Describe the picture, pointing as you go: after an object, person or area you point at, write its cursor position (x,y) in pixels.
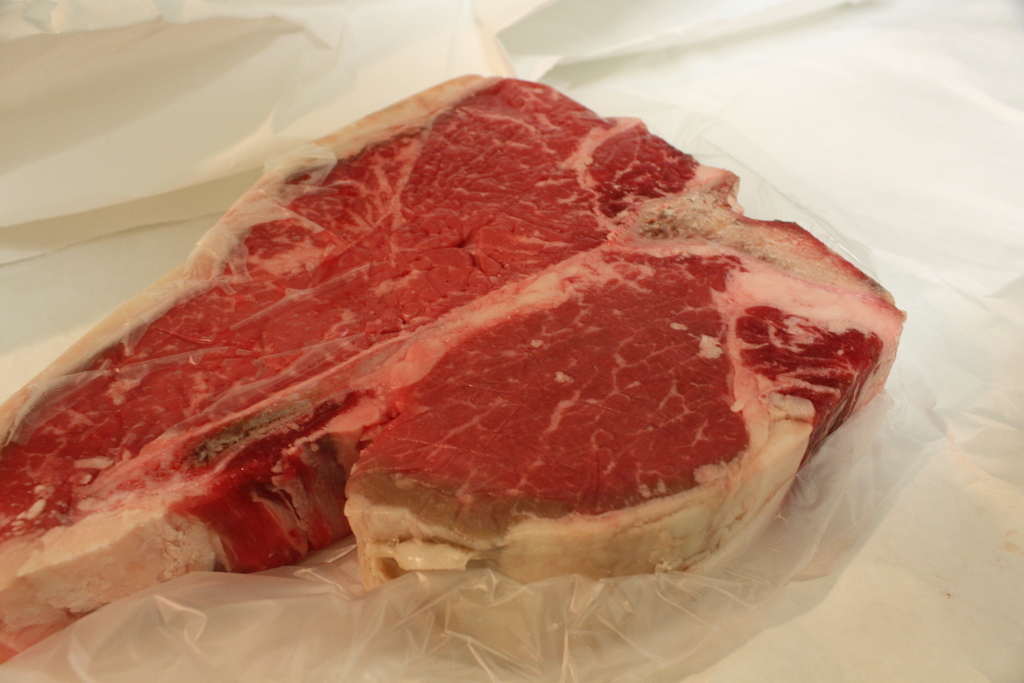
There is a red color meat (298,373) along with a plastic cover (251,622) on the white color sheet (51,327). In the background (117,38), there is a white color cloth (273,55).
